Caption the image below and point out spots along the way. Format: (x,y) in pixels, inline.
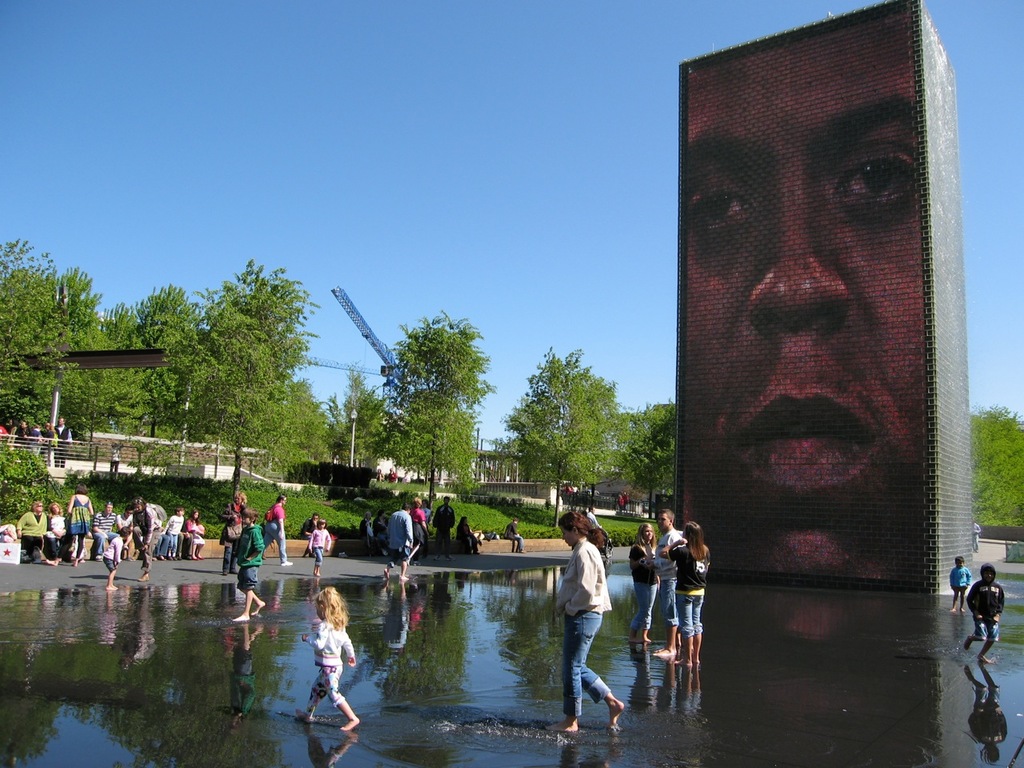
At the bottom of the picture (841,688), we see water (776,708). In the middle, we see three people (689,578) are standing and three people (595,582) are walking in the water (493,684). On the right side (961,598), we see two boys (992,604) are walking in the water (1017,642). Behind them, we see a building (921,420) containing the poster (812,335) of a man (806,350). On the left side (105,524), we see the people (75,530) are standing and some of them are sitting on the wall (291,554). Behind them, we see the grass (317,509). In the background (176,436), we see the railing (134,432), trees (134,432), poles (52,414) and a tower crane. We see the people (21,423) are standing on the left side (151,505). At the top (377,153), we see the sky (412,136), which is blue in color.
